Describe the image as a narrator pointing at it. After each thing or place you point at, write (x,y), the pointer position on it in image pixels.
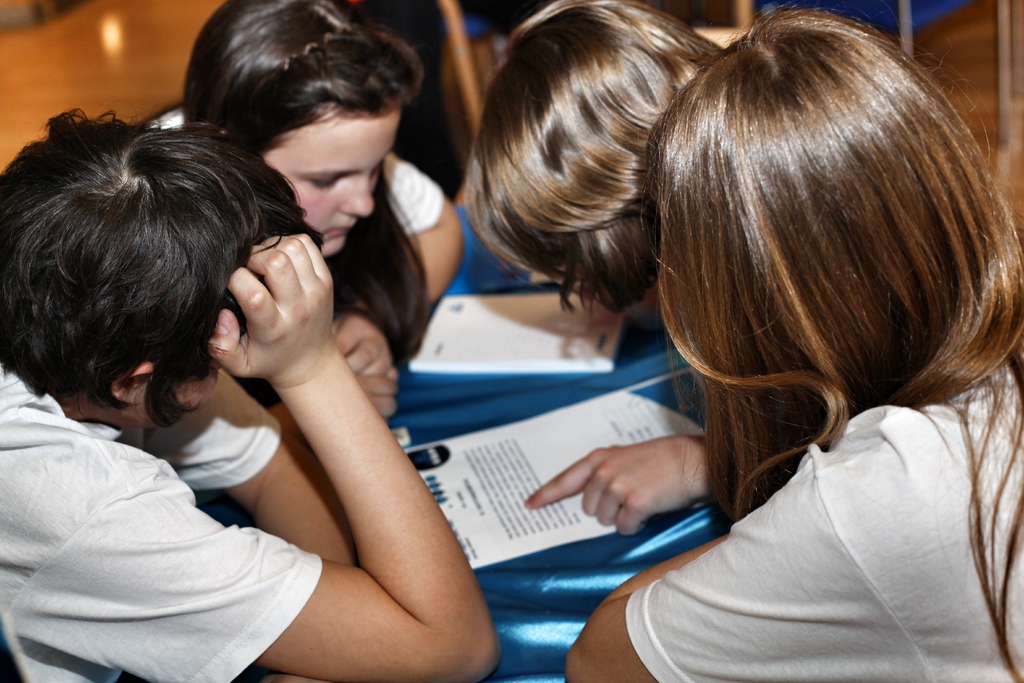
This image consists of four persons (363,119) sitting. In the middle (516,451), there are papers (514,495). To the top left (71,49), there is a floor (122,86).
